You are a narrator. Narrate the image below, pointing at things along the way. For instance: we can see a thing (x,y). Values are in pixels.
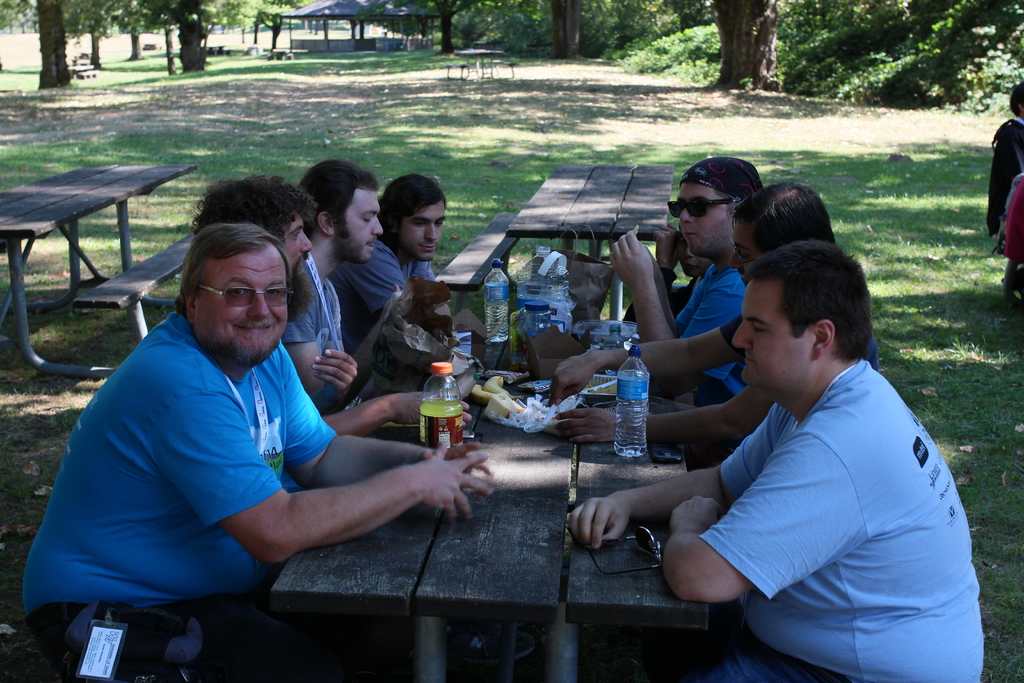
This image has a group of people (840,478) surrounded by a table (352,579). Person (89,423) at the left side (97,417) is wearing goggles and blue shirt (210,431). On table (352,554) there are bottles (436,433), food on it. Back Side to them there are three benches (41,220). At the top of the image (334,6) there are few trees (789,5) and shed (334,23). At right side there are two persons (999,130). Middle of the image (513,276) is having a grassy land (186,161).
